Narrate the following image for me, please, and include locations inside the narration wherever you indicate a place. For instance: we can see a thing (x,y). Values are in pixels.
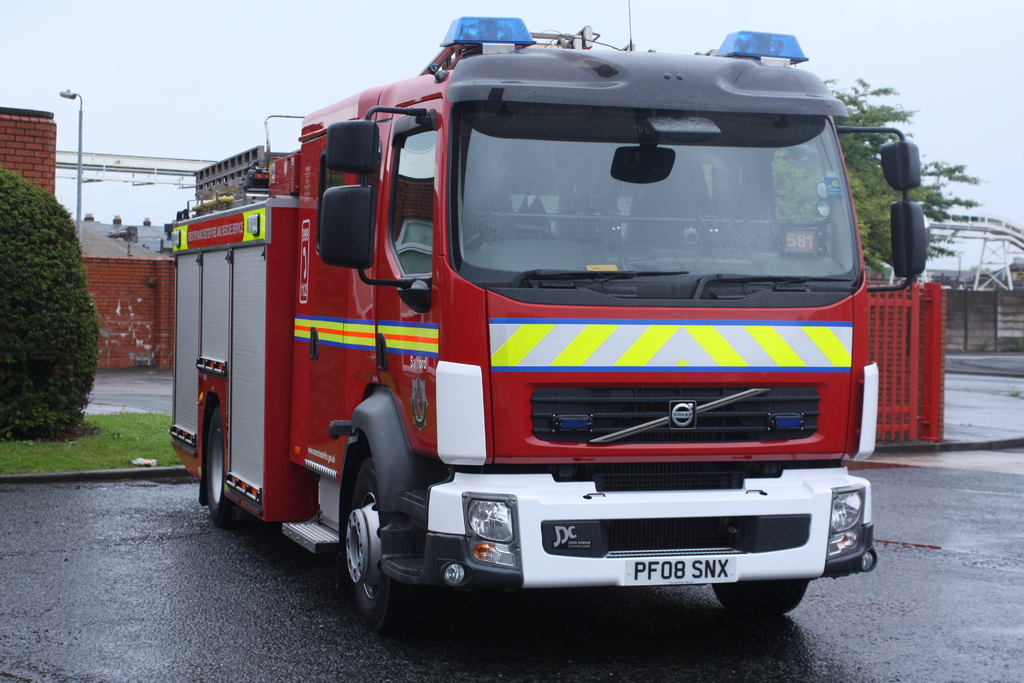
In this picture we can see a vehicle (211,345) in the front (187,403), on the left side (80,303) there is a tree (80,303) and grass (86,439), in the background (34,172) we can see a pole (78,157), a light (72,95), a wall (28,144) and a tree (863,176), there is the sky (247,44) at the top of the picture (211,31).
